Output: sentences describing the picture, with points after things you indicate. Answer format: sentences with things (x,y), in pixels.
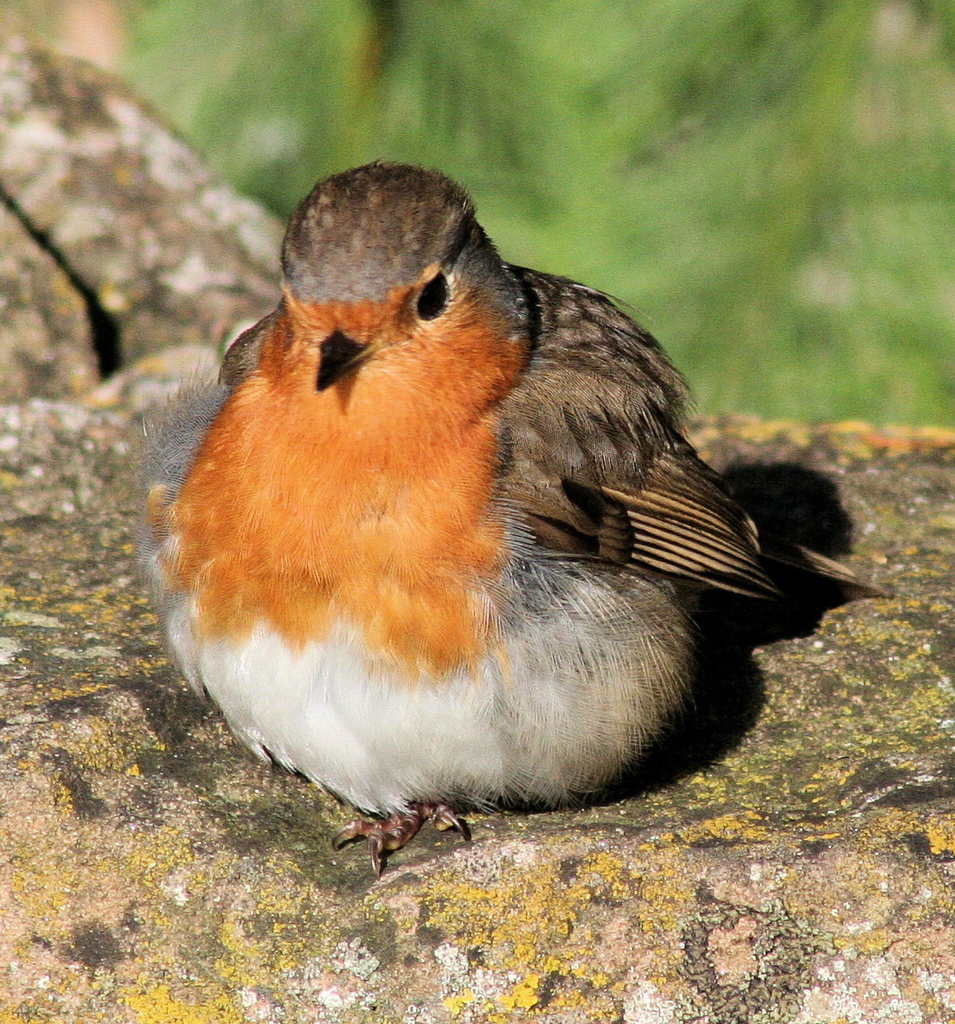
In this image I can see the bird (392,590) sitting on the rock (447,905). The bird (383,465) is in brown, white and black color. In the background (494,39) I can see the trees (563,133) but it is blurry.
